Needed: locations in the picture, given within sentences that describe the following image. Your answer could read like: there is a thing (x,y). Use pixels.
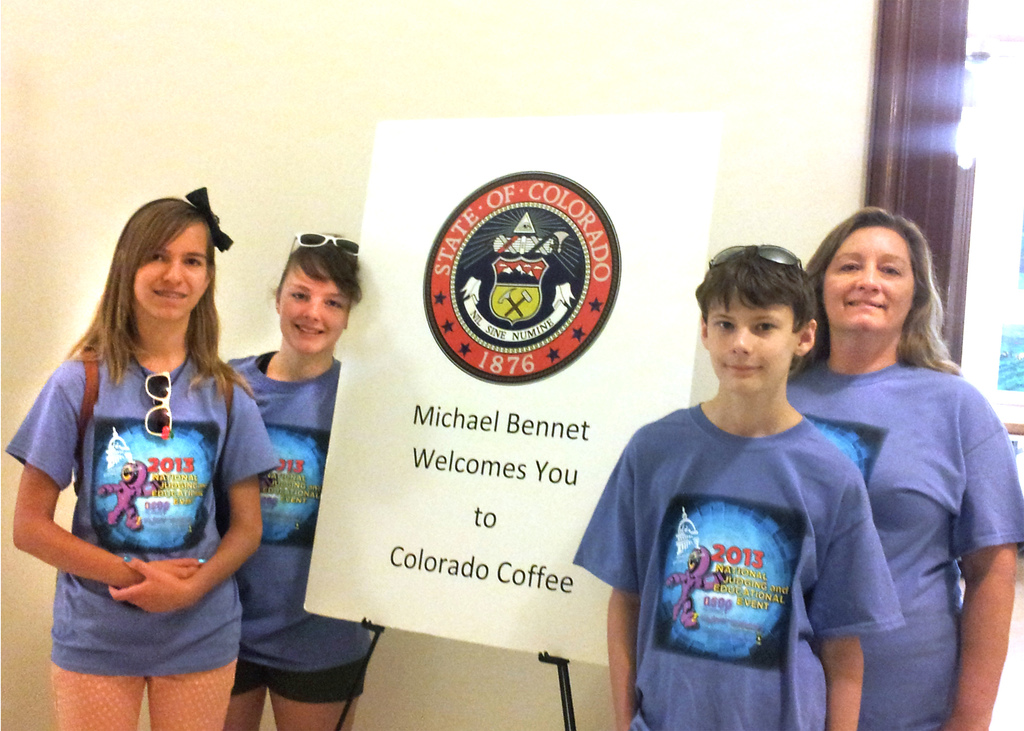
In the middle of this image (403,313) there is a white color board (420,433) on which I can see some text (461,466) and a logo (525,311). On the both sides of it four people (236,540) are wearing blue color t-shirts (178,479), standing, smiling and giving pose for the picture. In the background (448,76) there is a wall (428,65). On the right side (926,122) there is a wooden object (963,233).
